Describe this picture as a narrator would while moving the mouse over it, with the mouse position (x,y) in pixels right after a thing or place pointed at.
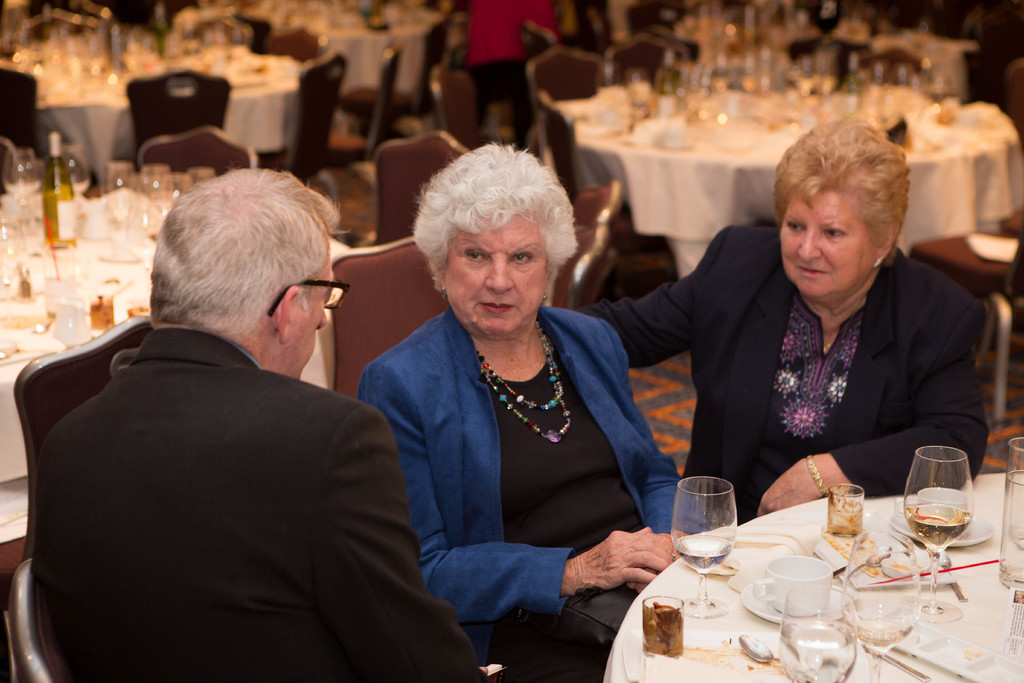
In the image I can see few people (579,408) sitting on the chairs (387,284). I can see glasses (730,504), cups (806,567), saucers (758,601), spoons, bottle (59,220) and some objects (972,566) on the tables (992,596). Back I can see few chairs (162,151) and few tables (272,126).
